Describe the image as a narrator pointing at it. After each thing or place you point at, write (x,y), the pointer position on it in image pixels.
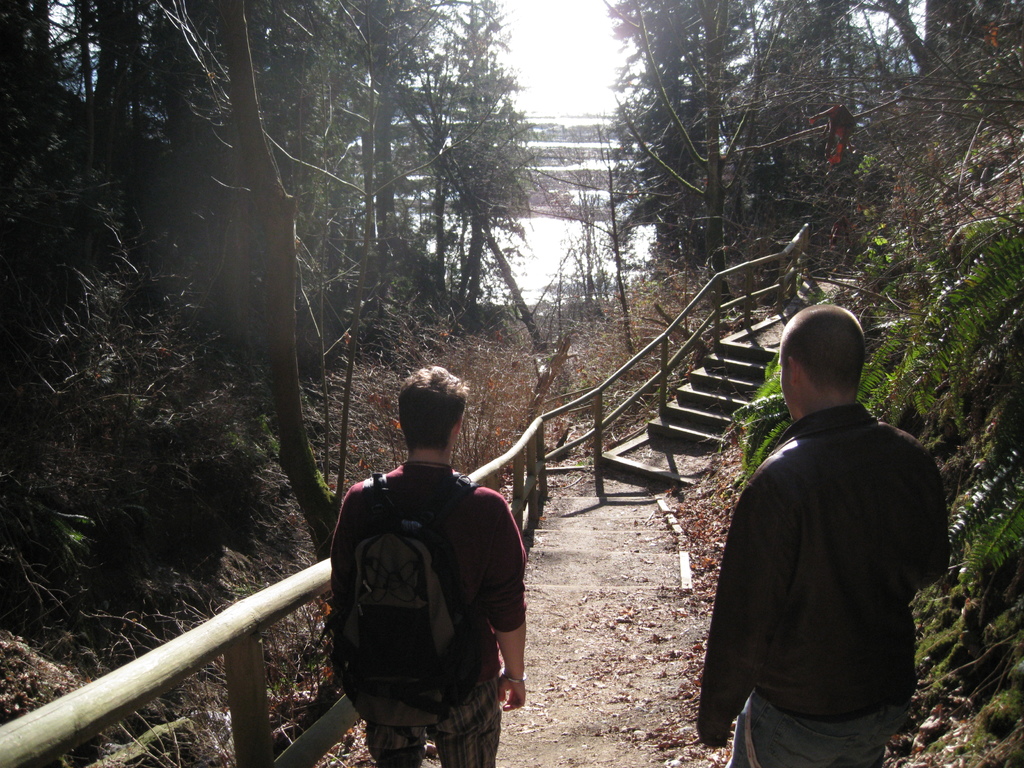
In this picture there are two persons (434,508) standing and there is a fence (238,605) beside them and there are trees (317,106) on either sides of them and there is water (540,230) in the background (568,243).
